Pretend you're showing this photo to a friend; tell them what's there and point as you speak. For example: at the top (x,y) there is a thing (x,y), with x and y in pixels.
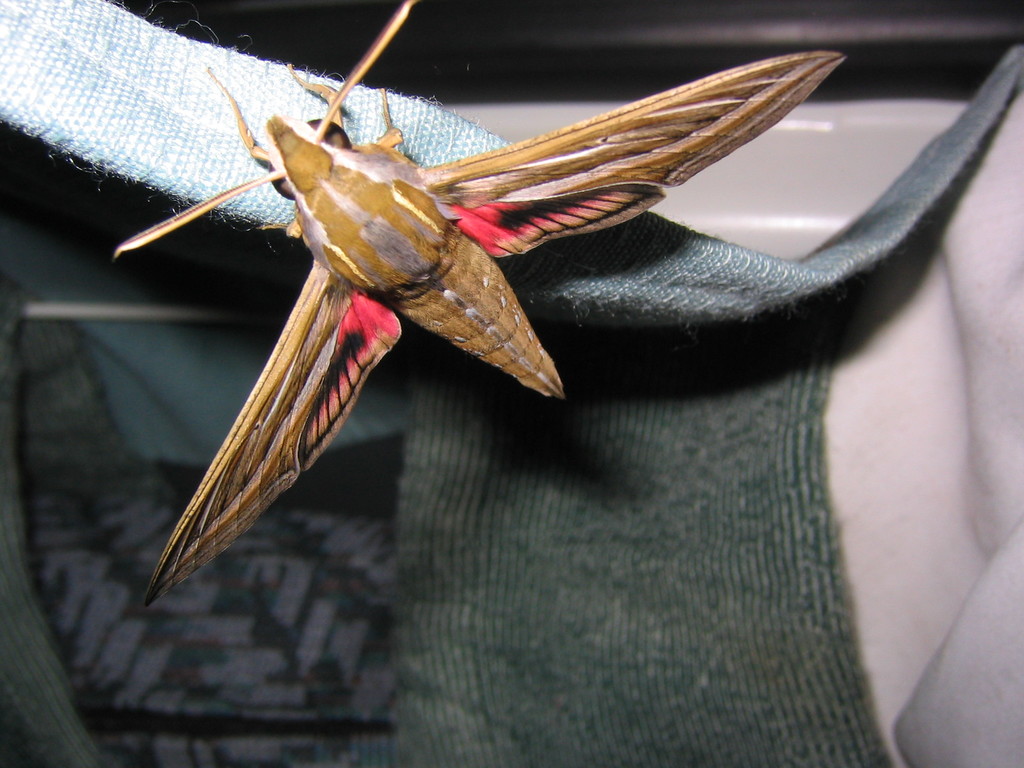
This image consists of an insect (537,227). It is on some cloth (207,118).
